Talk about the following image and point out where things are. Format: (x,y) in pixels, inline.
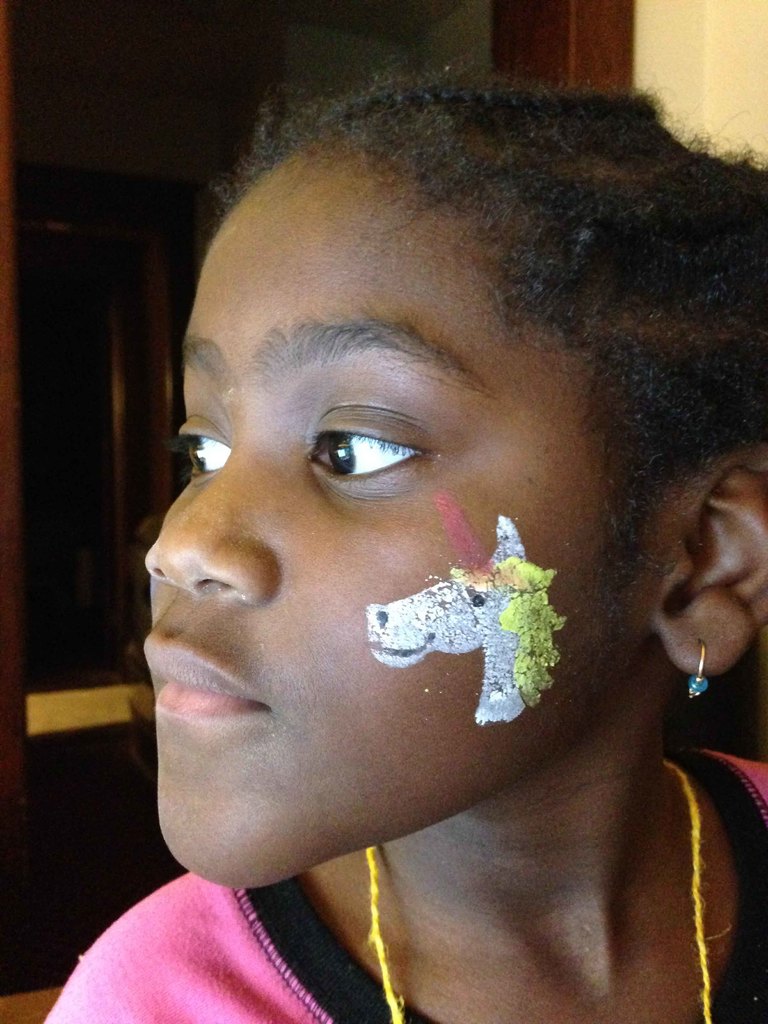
In this image, I can see the painting (527,654) of a unicorn (444,636) on a girl's cheek (367,734). In the background (105,735), It looks like a door (123,300) and I can see the wall (681,49).
